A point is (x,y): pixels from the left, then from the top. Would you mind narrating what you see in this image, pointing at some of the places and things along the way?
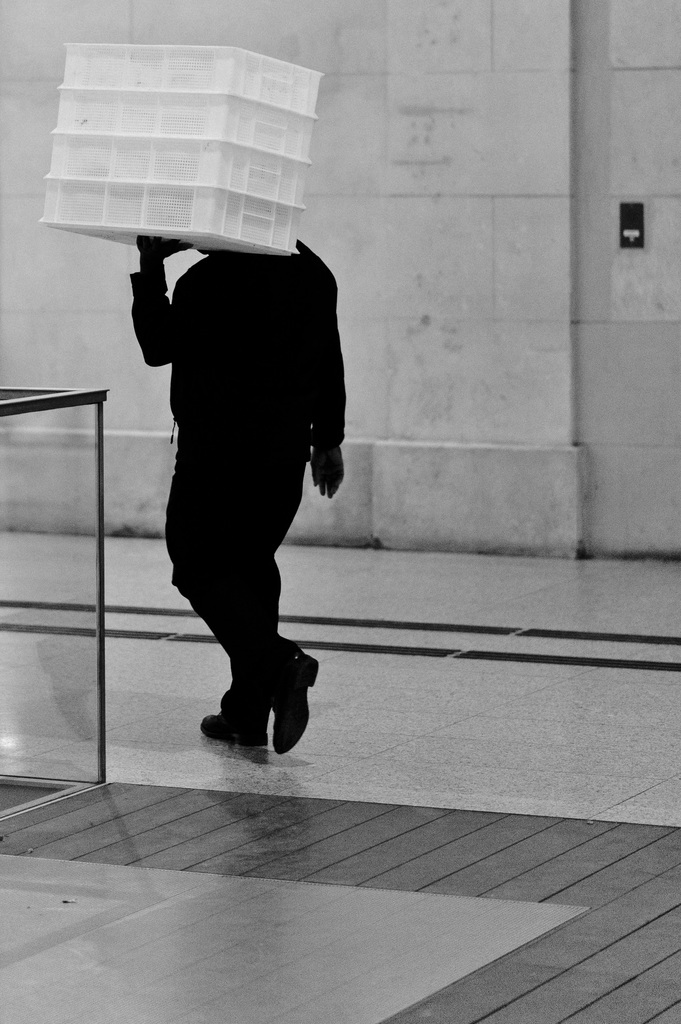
This is the picture of a black and white image and we can see a person (321,403) carrying an object (207,174) and in the background (387,105), we can see the wall (13,220).
